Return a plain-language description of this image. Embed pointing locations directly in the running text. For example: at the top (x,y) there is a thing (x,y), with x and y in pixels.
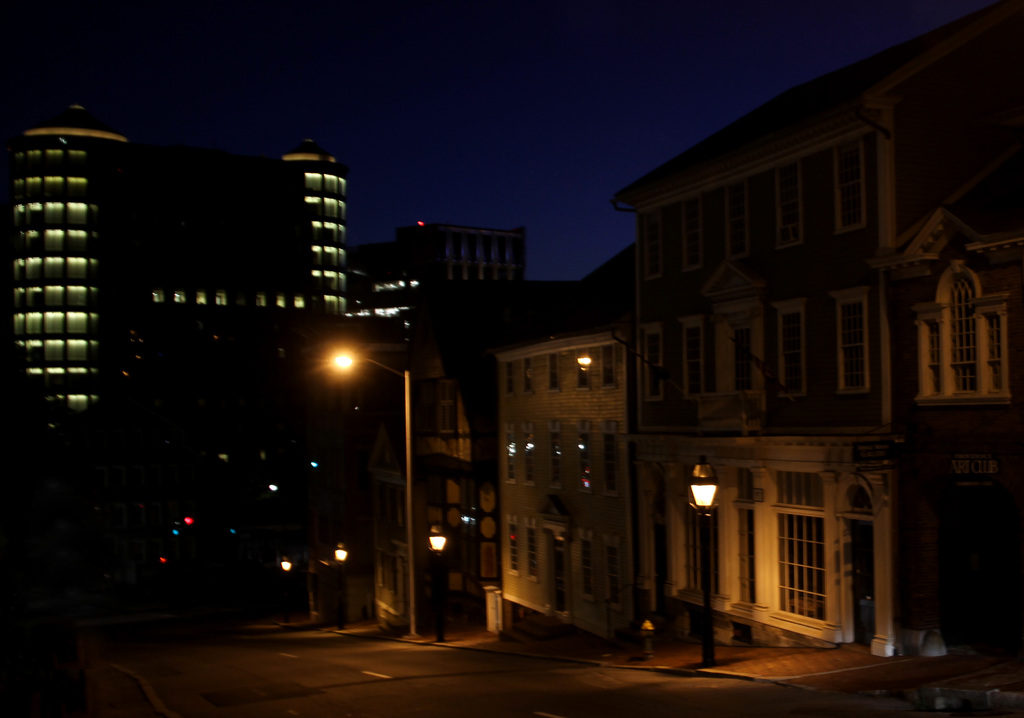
In this picture i can see buildings (452,453), street lights (412,627) and road (264,640). In the background (413,160) i can see sky (463,111).
